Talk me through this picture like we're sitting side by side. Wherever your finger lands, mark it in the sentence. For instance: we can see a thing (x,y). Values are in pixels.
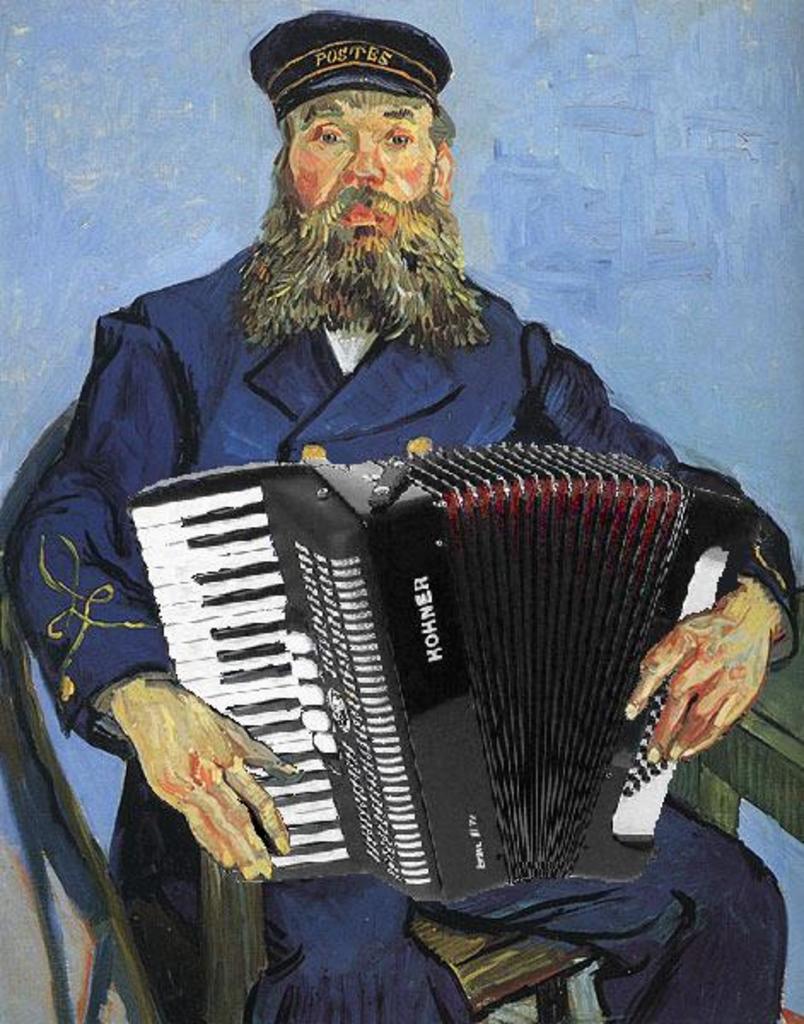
In the image there is a painting (581,345) of a man (753,564) with a cap (346,68) is sitting on the chair (80,903) and holding an accordion (440,570).
